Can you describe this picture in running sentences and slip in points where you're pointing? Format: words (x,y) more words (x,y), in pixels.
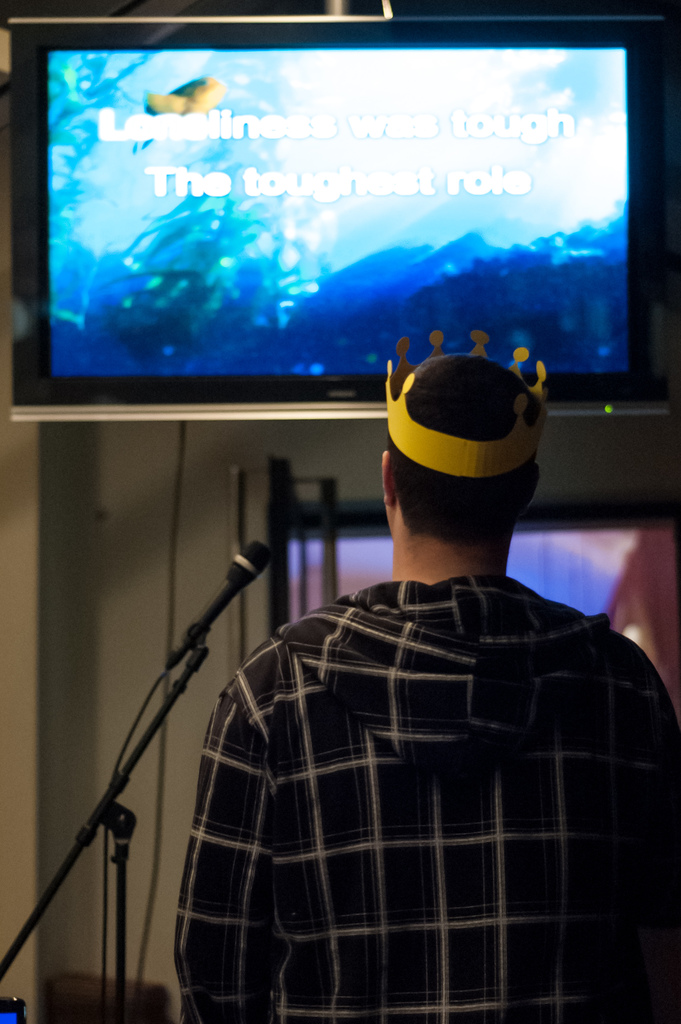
In this image I can see the person (374,884) standing and the person (336,810) is wearing black color shirt (537,893). In the background (258,556) I can see the microphone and the screen (276,295).
